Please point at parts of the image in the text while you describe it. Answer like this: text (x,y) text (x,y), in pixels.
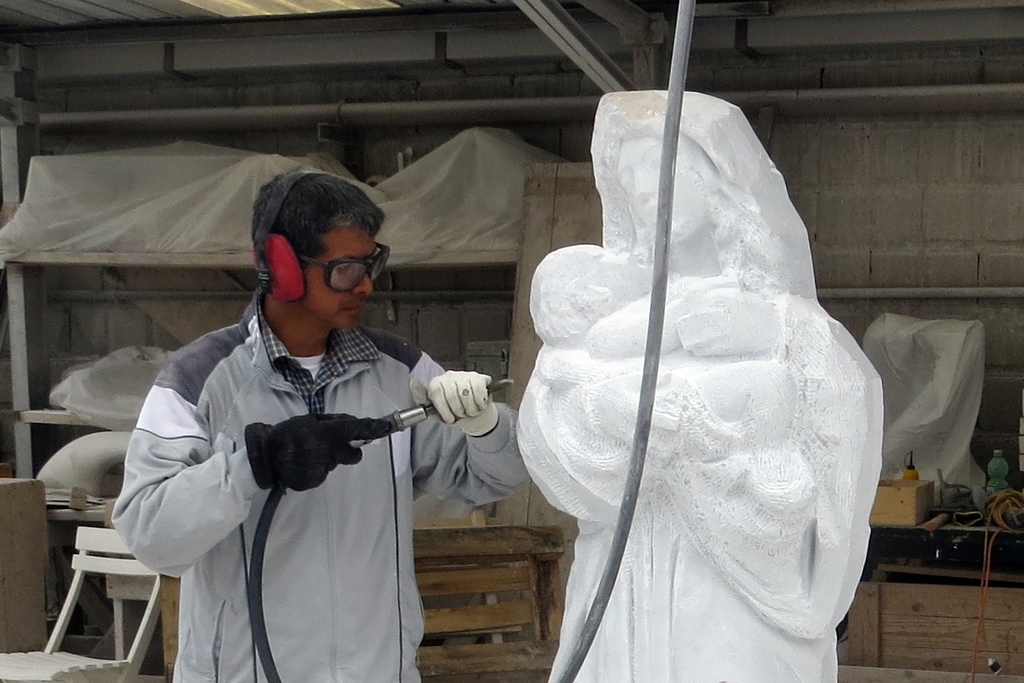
In this image a man (263,194) is carving a sculpture (582,386) with a machine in his hand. He wore headsets (263,266) on head (313,248). In the left side of the image (28,671) there is a chair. In the right side of the image (969,547) there is a desk (953,537). At the background (919,241) there is a wall (929,257) and shelves (62,262).
